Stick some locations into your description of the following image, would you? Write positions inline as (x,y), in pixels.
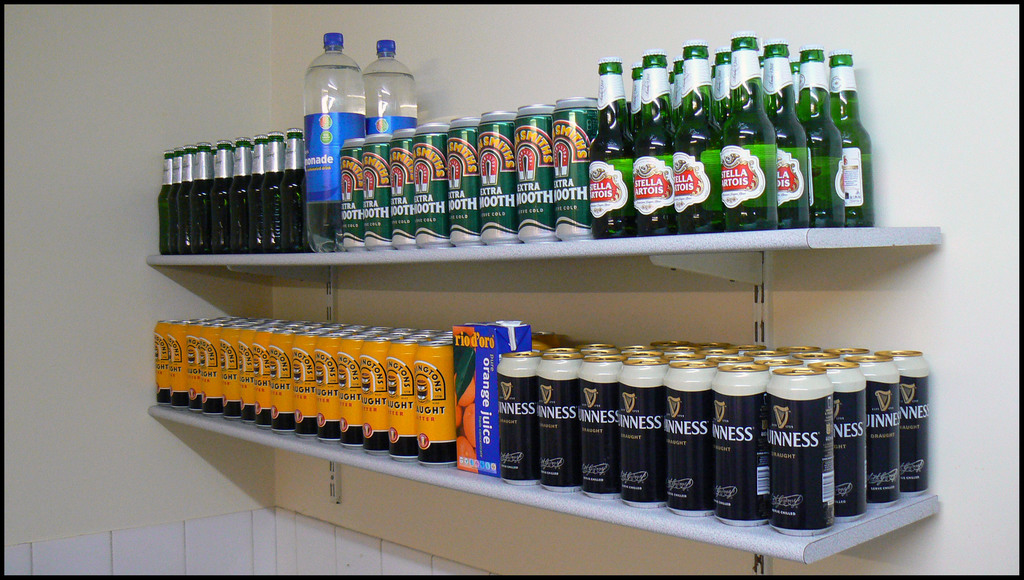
In this picture there is a shelf (490,484) in which some tins (382,390), bottles (701,218) and some water bottles (322,171) were placed. In the background (119,95) there is a wall (558,65).
